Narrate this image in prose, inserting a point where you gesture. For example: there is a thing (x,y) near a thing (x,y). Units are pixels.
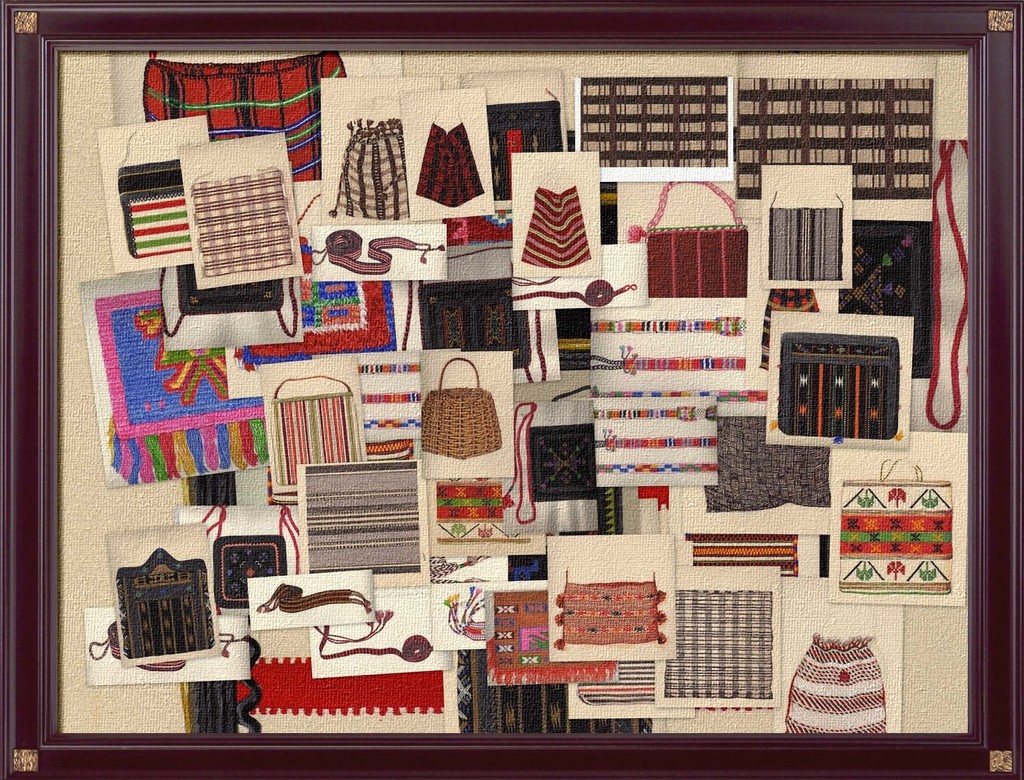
In this picture we can see a frame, in the frame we can find few arts (398,386).
